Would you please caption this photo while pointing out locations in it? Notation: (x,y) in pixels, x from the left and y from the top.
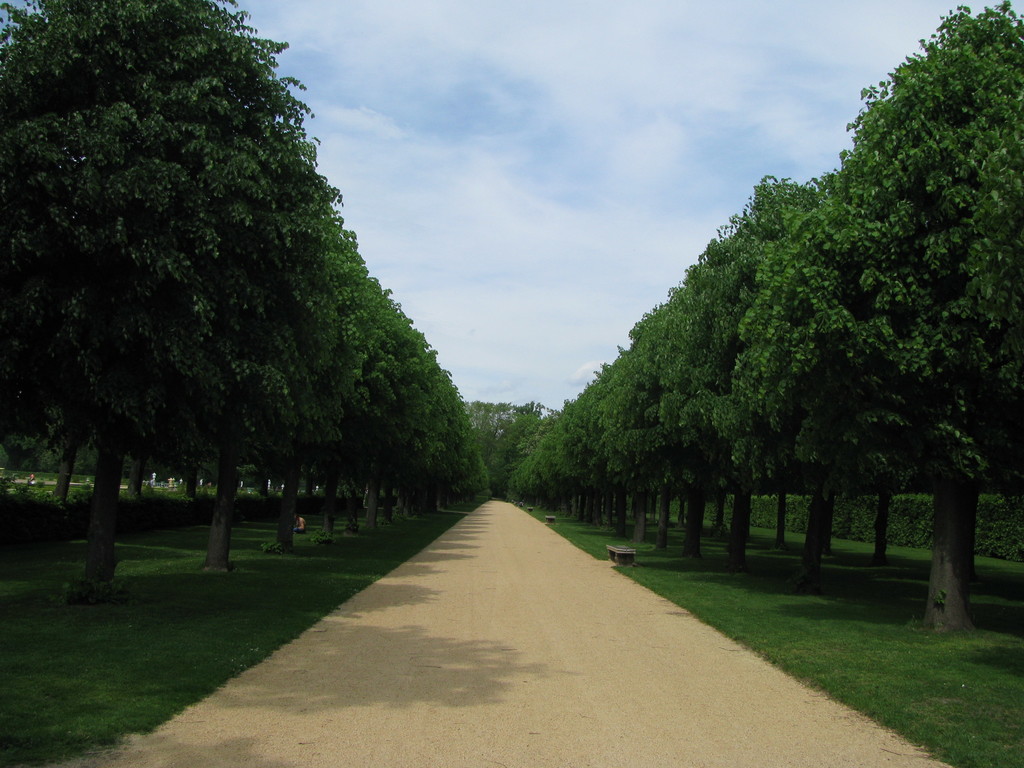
At the bottom (537,683) this is the way (517,684), on either side there are green trees (627,401). At the top (525,151) it is the sky (479,235).
